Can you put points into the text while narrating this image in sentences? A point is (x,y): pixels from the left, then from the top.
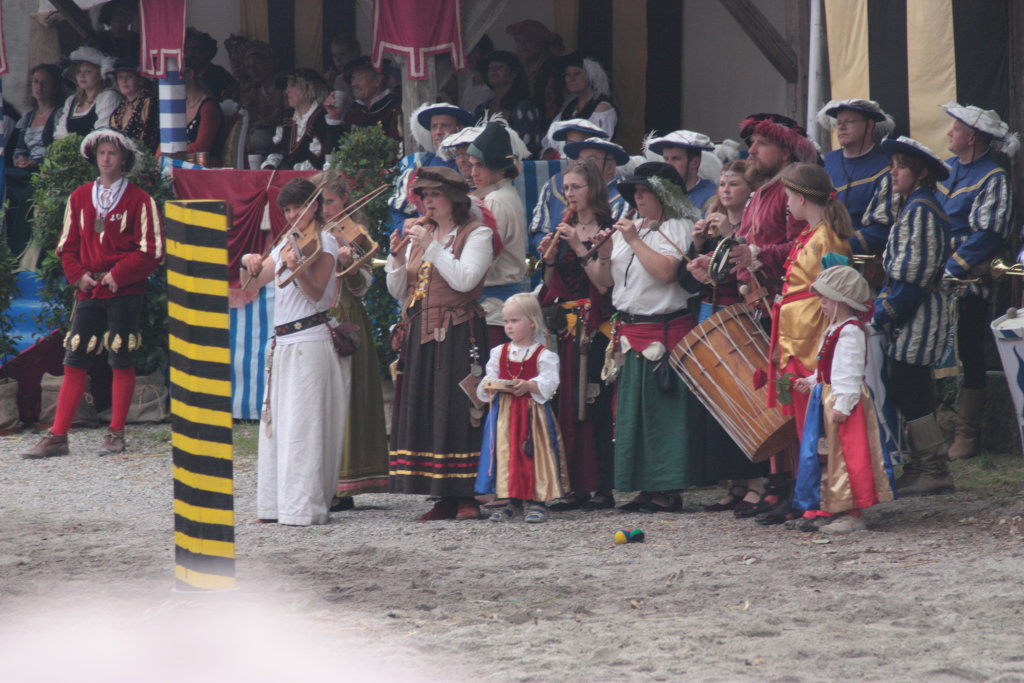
In this picture there are group of persons (513,227) standing where few (585,225) among them are playing musical instruments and there is a pole (210,389) which is in yellow and black color is in left corner (206,401) and there are some other objects (448,37) in the background (672,37).
